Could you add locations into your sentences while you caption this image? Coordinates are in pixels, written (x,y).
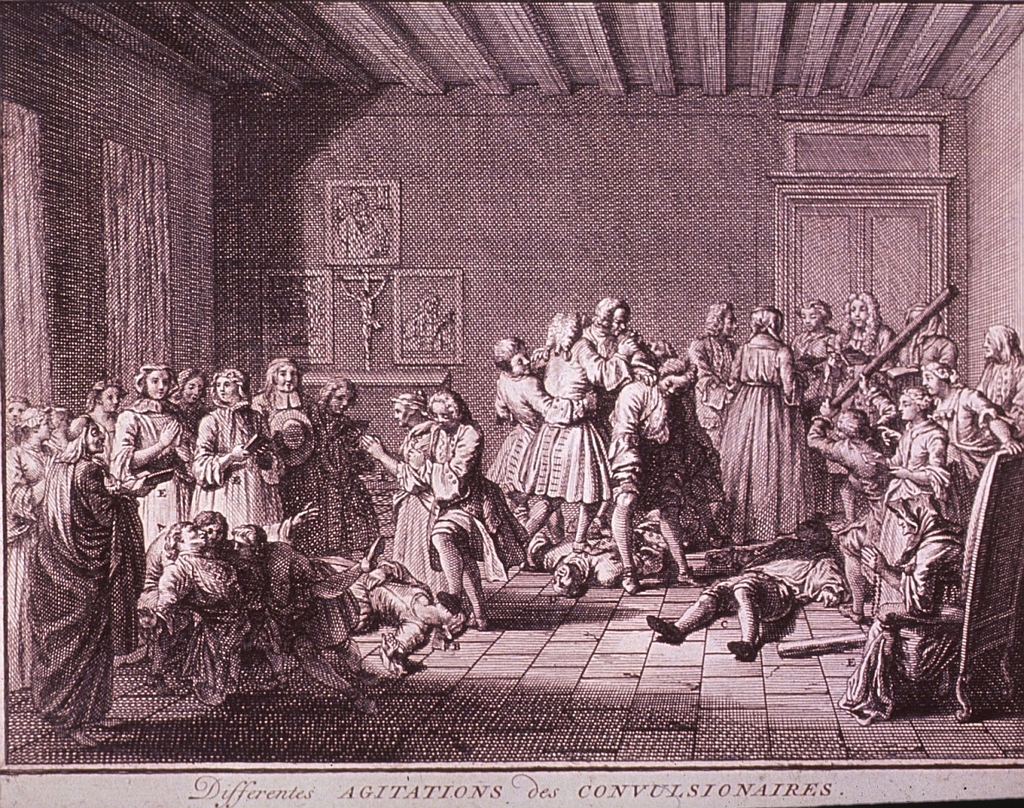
In this image, we can see a picture (366,792), on that picture (38,729) there are some people (751,501) standing and there are some photos (456,354) on the wall (389,300), at the right side (810,206) there is a door (797,221) and at the top (698,69) there is a ceiling (577,77).
